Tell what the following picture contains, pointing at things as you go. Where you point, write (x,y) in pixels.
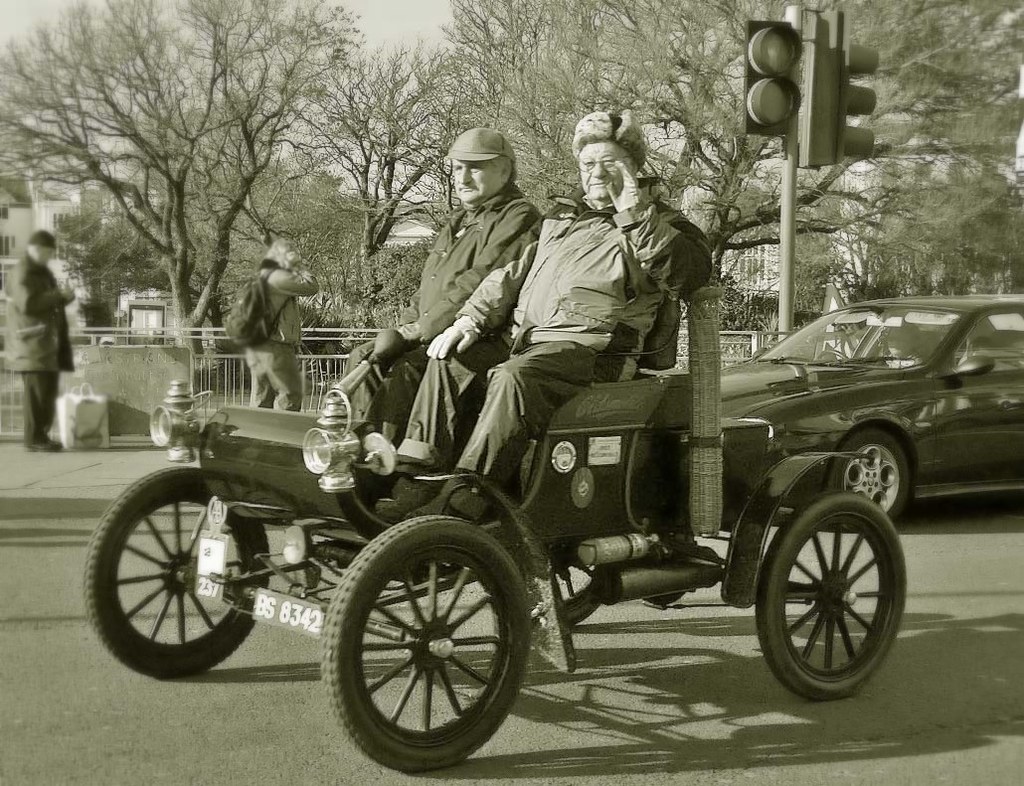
In this image there are two people (520,352) sitting on an antique car (509,484) are riding, behind them there is a car (829,345) on the road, behind the car (819,324) there is a traffic light (786,86) and there are a few pedestrians (35,362) walking on the pavement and there are some objects (124,408) on the pavement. In the background of the image (324,368) there are metal rod fence (341,359), trees (316,219) and buildings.
